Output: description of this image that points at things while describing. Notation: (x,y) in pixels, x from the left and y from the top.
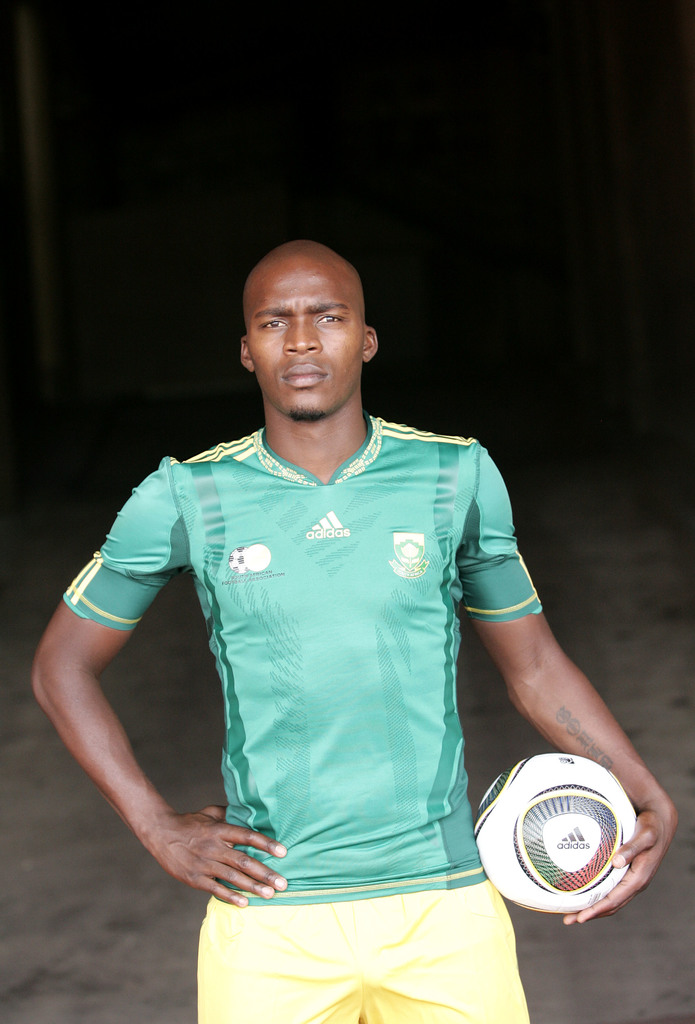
In this image I can see a man (115,554) in football jersey (337,705) and also I can see a football (486,817) in his hand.
